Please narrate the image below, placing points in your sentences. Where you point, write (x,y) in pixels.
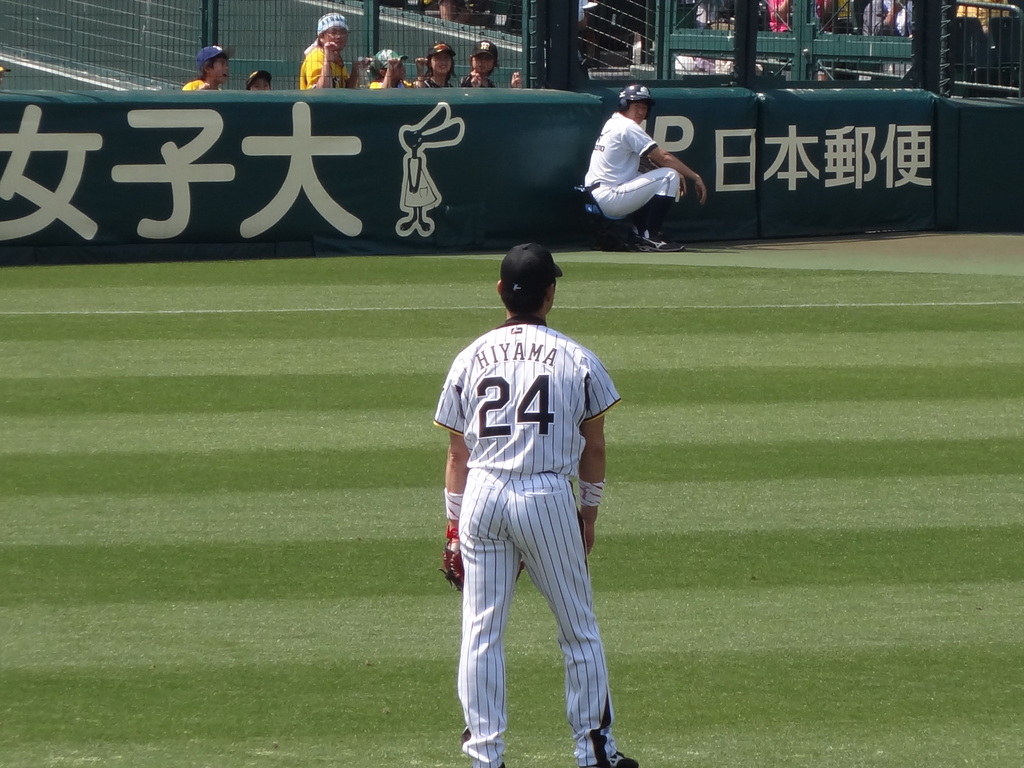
In this picture I can see a person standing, there is a person (642,131) sitting, there are iron grilles (387,36), and in the background (212,48) there are group of people (776,19).
